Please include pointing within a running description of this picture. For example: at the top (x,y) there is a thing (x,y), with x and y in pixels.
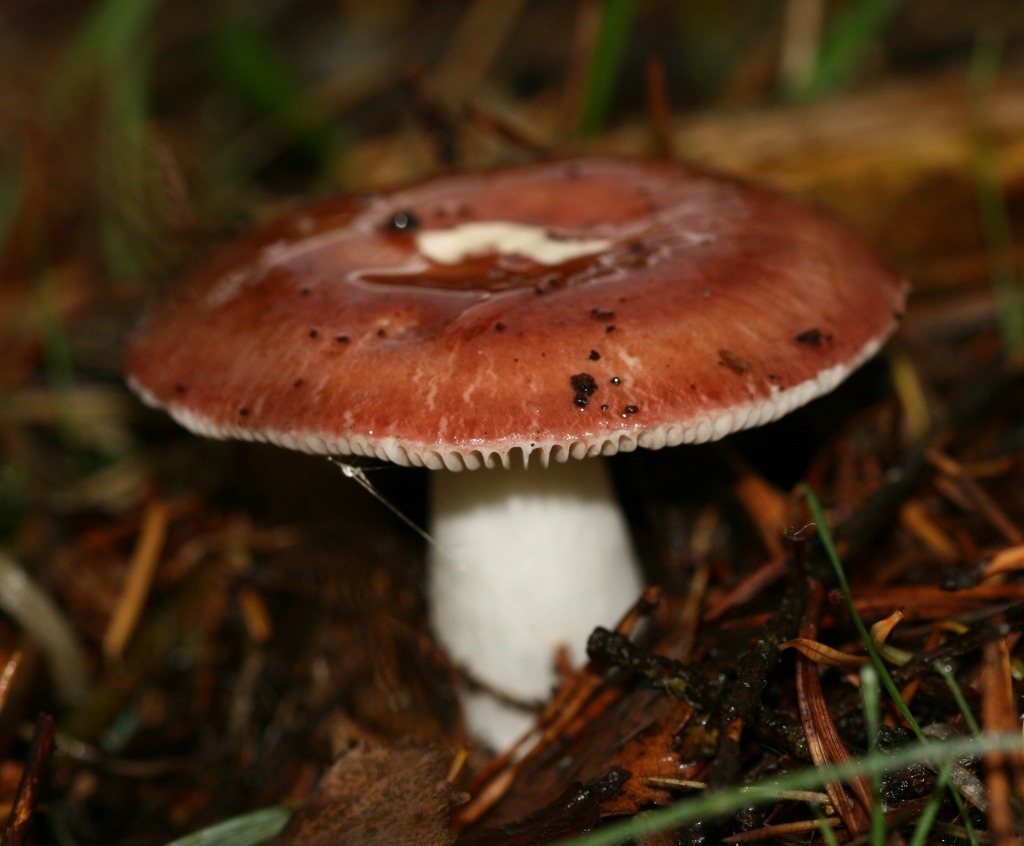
In this picture we can see a mushroom (793,253). Background (437,11) is blurry.
